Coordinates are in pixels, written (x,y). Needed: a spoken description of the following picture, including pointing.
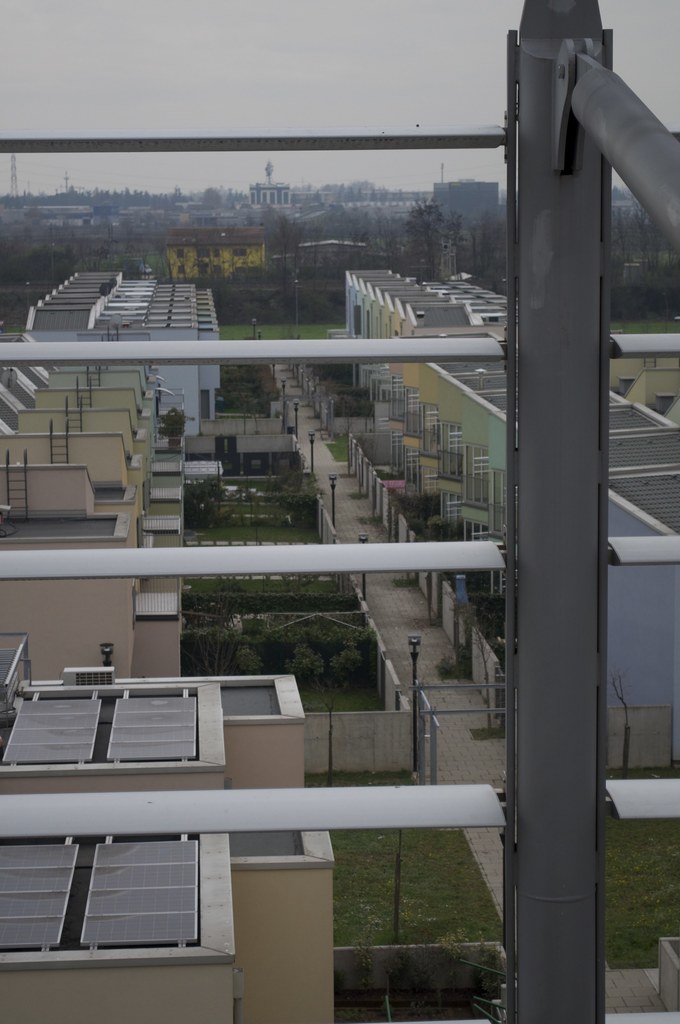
In the picture I can see buildings (278,675), fence (253,571), poles (314,822), the grass (393,847) and some other objects (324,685) on the ground (274,587). In the background (265,109) I can see trees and the sky (228,109).
